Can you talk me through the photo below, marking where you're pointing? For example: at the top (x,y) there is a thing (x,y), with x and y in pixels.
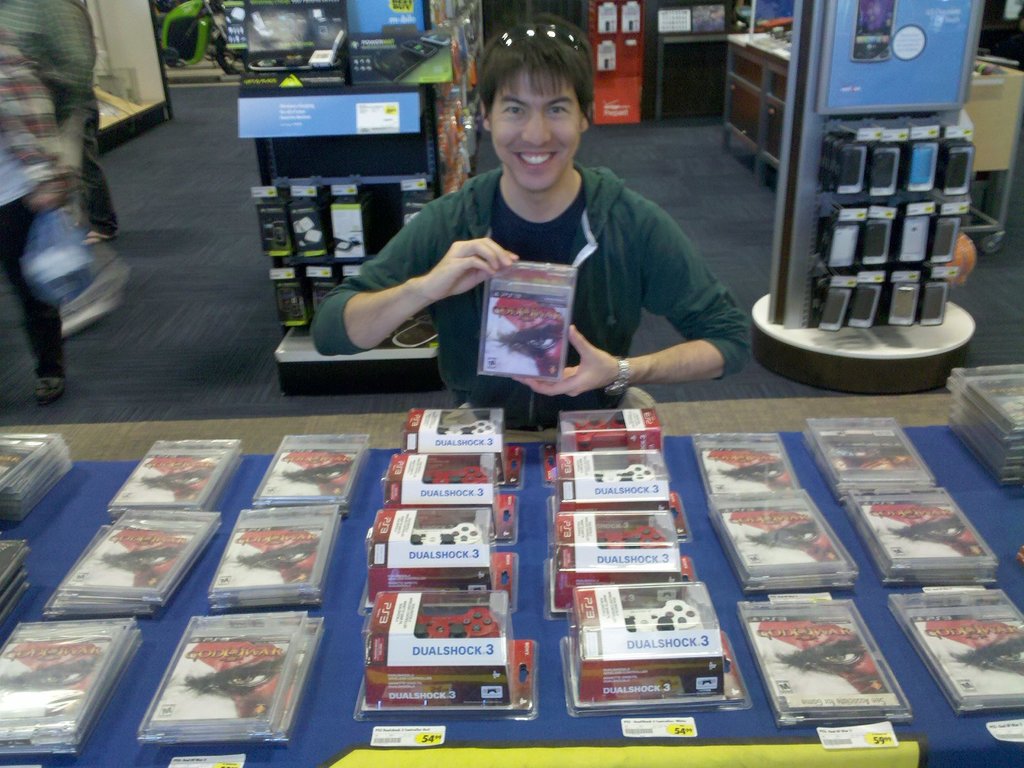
In the center of the image (364,311), we can see a man (486,236) holding CD box (528,330) in his hands (494,267) and in the background (74,313), we can see some other people (49,180) and there are some stands (797,114) along with boxes (894,172) and in the front (471,632), we can see many boxes (304,525) on the table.
